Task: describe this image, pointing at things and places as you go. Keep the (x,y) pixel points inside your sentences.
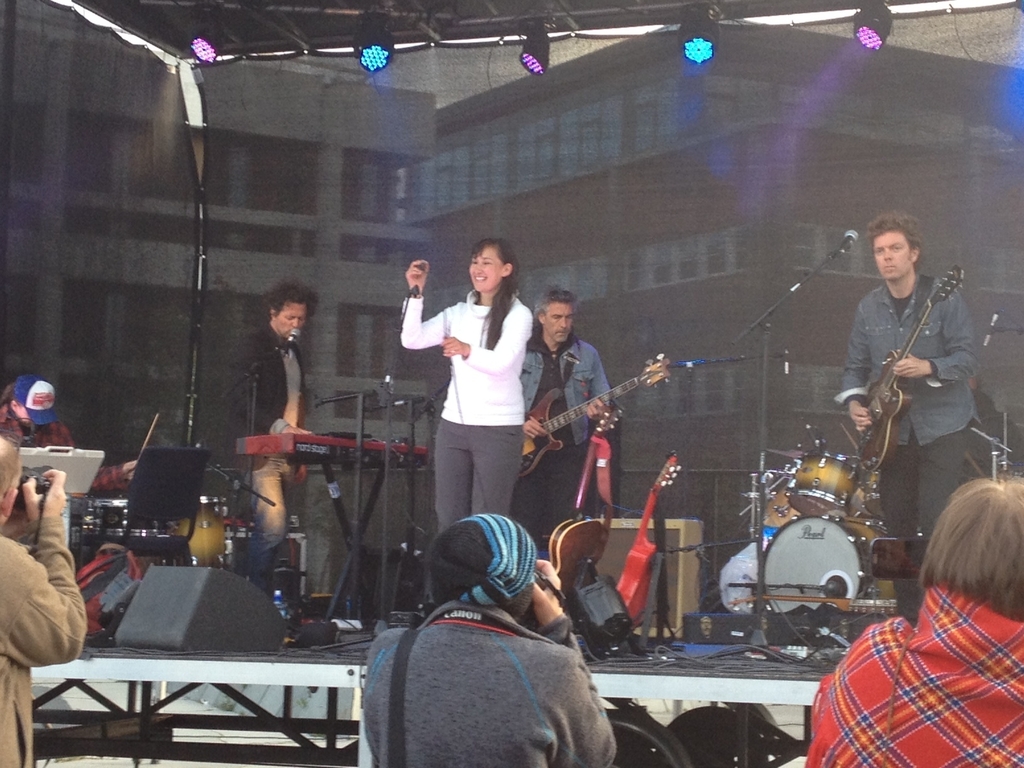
In this image, In the bottom (923,718) there are some people (613,763) standing and they holding the cameras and they are taking the pictures, In the background (280,388) there are some people (277,372) standing and holding the music instruments (333,447) and in the middle (460,373) there is a girl (460,387) standing and she is singing, In the top (376,59) there are some light (360,59) which are in blue and pink color.
